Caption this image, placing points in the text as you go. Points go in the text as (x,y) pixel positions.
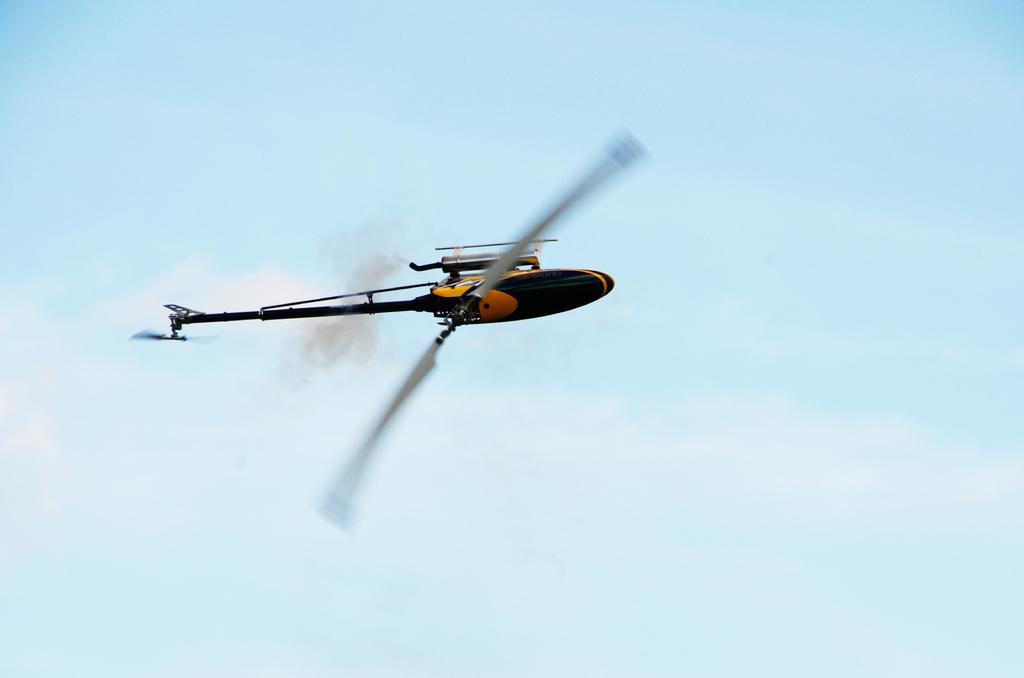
This image is taken outdoors. In the background (500,350) there is the sky (271,279) with clouds (239,301). In the middle of the image (450,293) a toy chopper (540,273) is flying in the air.
